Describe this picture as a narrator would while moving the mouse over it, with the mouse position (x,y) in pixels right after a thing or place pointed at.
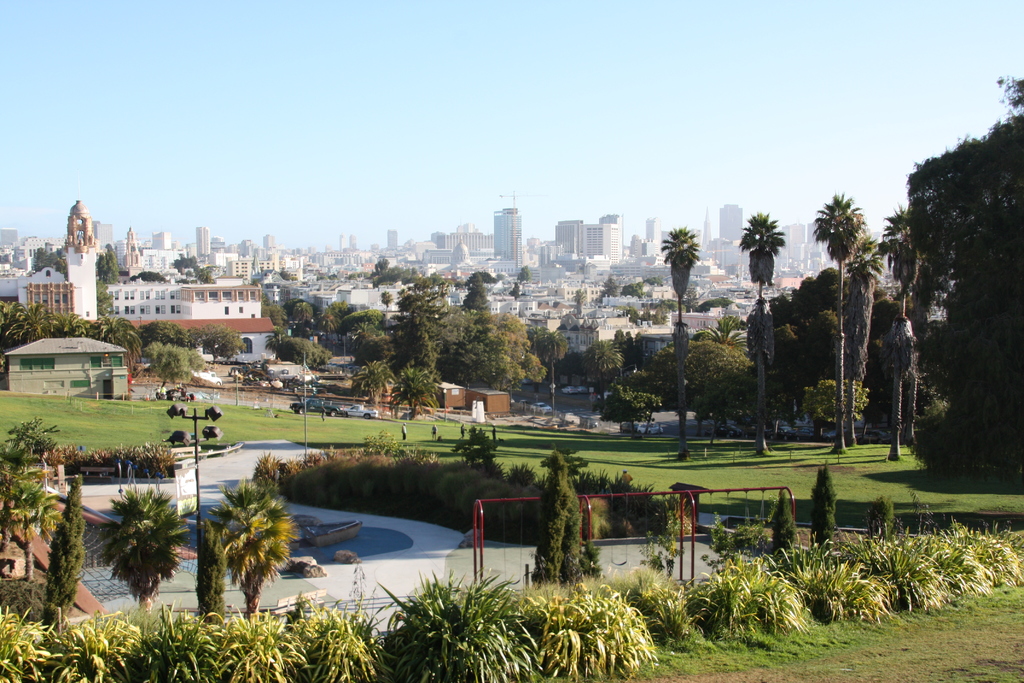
In this picture we can see few plants (559,542), metal rods (694,512), poles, vehicles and few people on the grass (517,461), in the background (400,343) we can see few trees (493,365) and buildings (364,304).
